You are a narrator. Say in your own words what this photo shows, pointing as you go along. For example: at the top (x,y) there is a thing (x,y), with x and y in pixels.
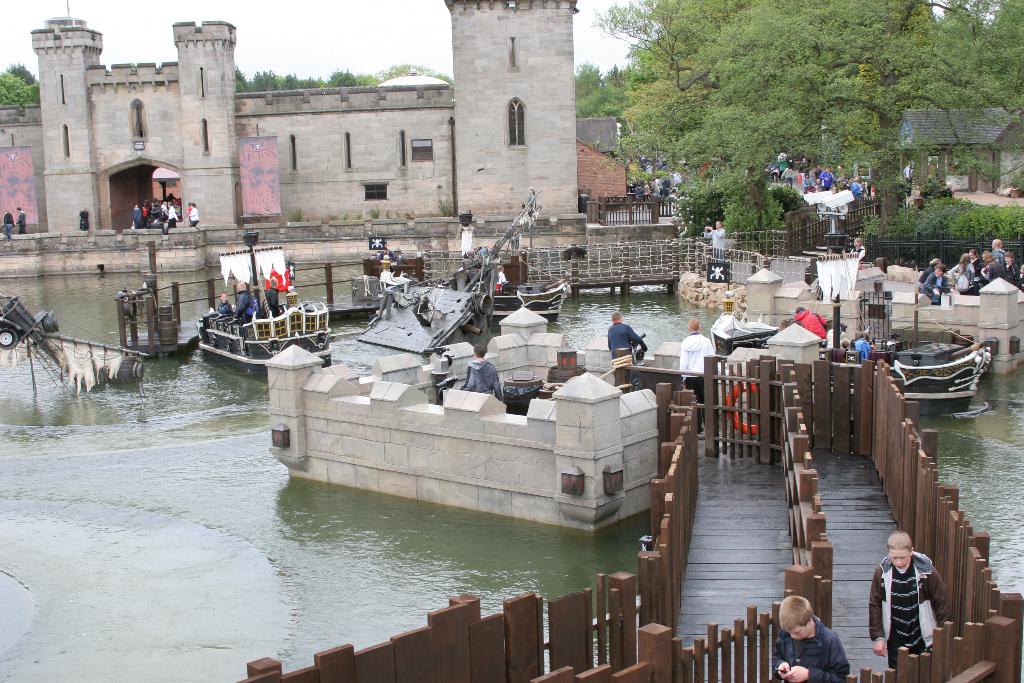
In this image we can see the water (87,576). On the water (221,378) we can see bridges (770,445) and boats (440,313). On the bridges (871,480) we can see the wooden fencing (724,444) and persons (811,638) and there are few people (237,302) on the boats (968,363). On the right (854,0), there are plants (790,206), trees (849,170), houses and metal fencing (908,254). Behind the water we can see a building (233,165) and persons (165,205). Behind the building (382,130) we can see the trees (636,61). At the top (273,8) we can see the sky (180,6).
